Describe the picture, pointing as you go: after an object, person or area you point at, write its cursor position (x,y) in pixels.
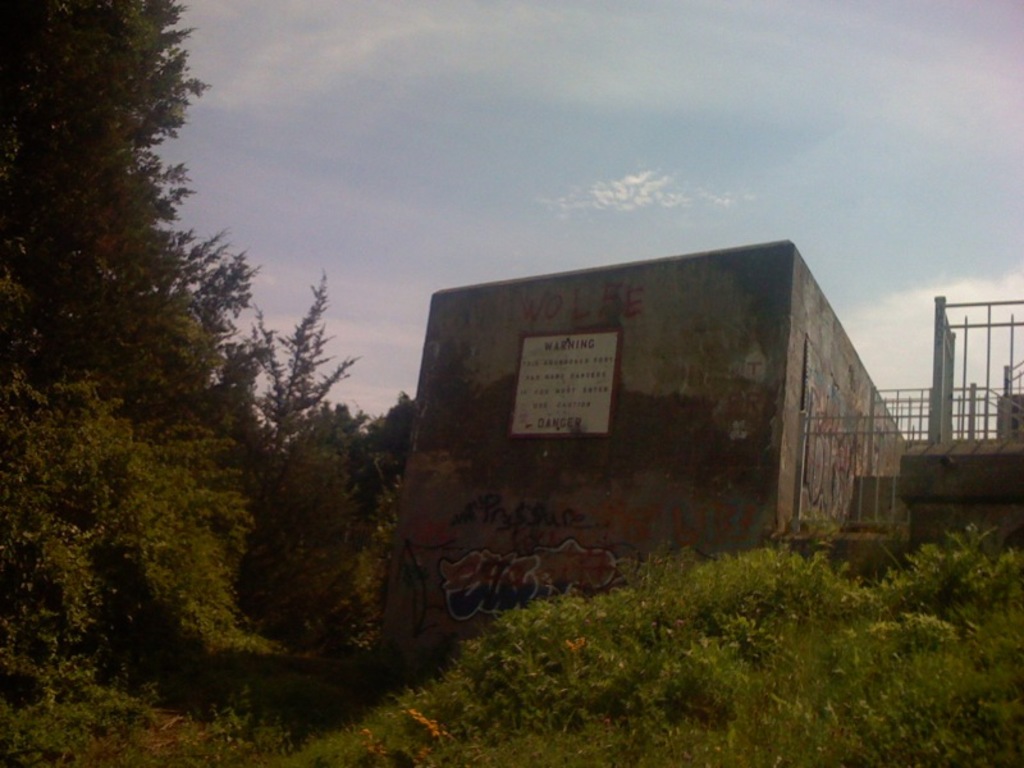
In this picture I can see there is a building (690,447) at right side (806,418), there are few plants (774,671), trees (95,347) and the sky (445,130) is cloudy.
